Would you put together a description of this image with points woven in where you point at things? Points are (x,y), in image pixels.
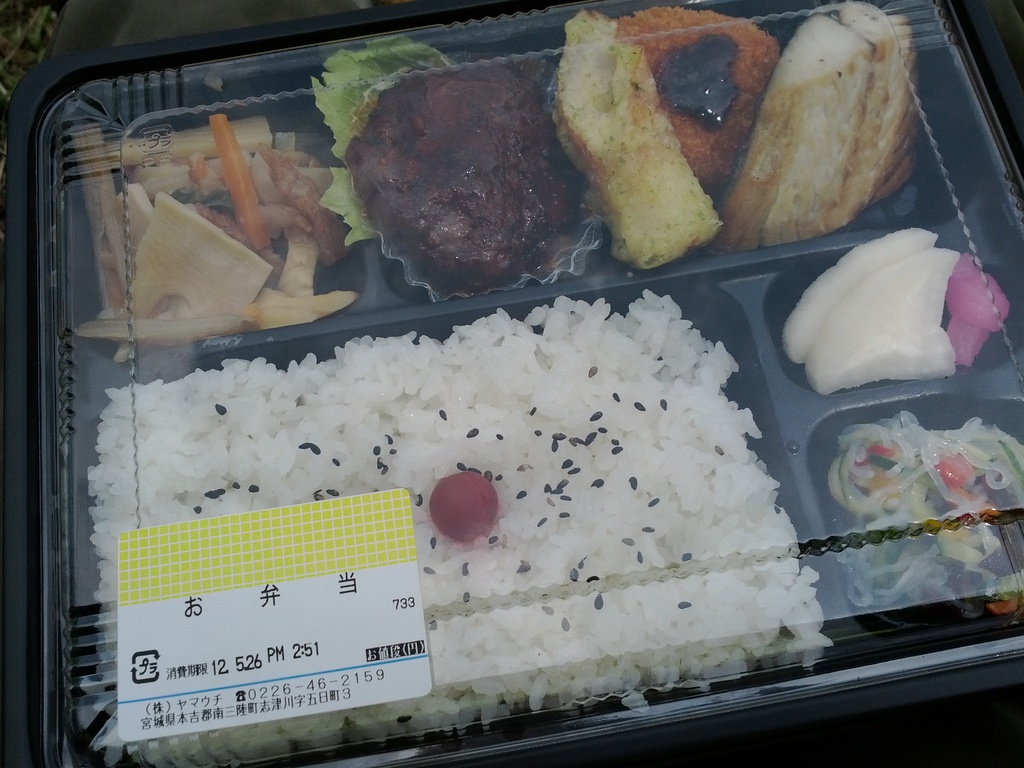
In this image there is a box (10,255) in which there is food (626,344). There are different kinds of dishes (630,189) kept in the box (628,289).
